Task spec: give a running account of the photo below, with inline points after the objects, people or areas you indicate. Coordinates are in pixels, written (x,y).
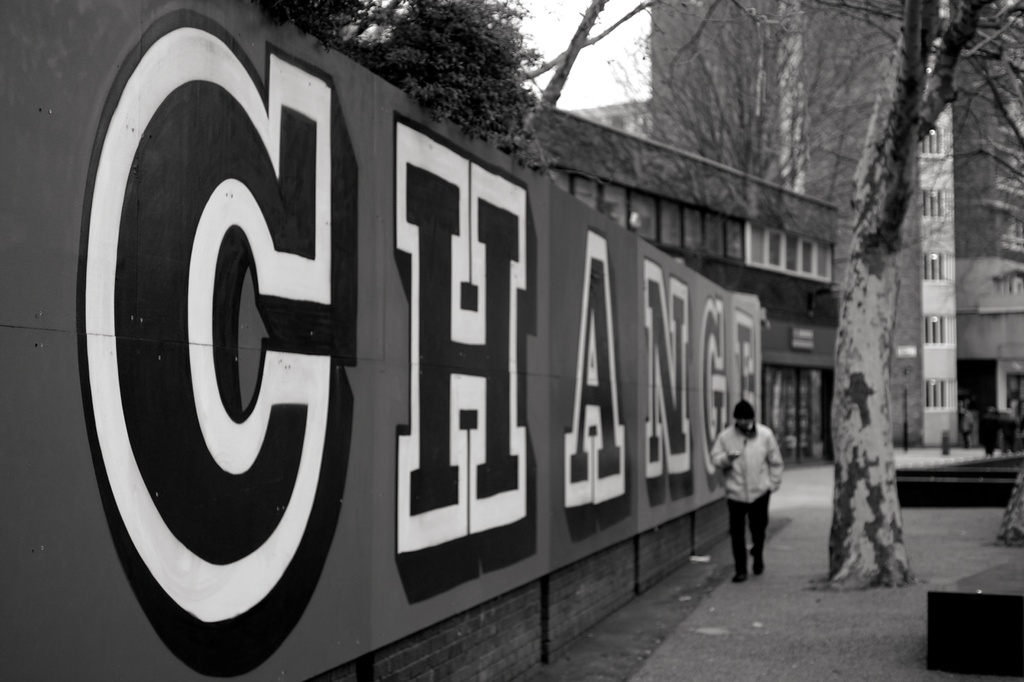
In the picture we can see a wooden wall (720,415) on it, we can see a name CHANGE (127,434) beside to it, we can see a man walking and beside it, we can see a tree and in the background (799,377), we can see some building (703,270) with glass windows (800,251) and behind it also we can see some buildings (921,331) and sky (554,37).
